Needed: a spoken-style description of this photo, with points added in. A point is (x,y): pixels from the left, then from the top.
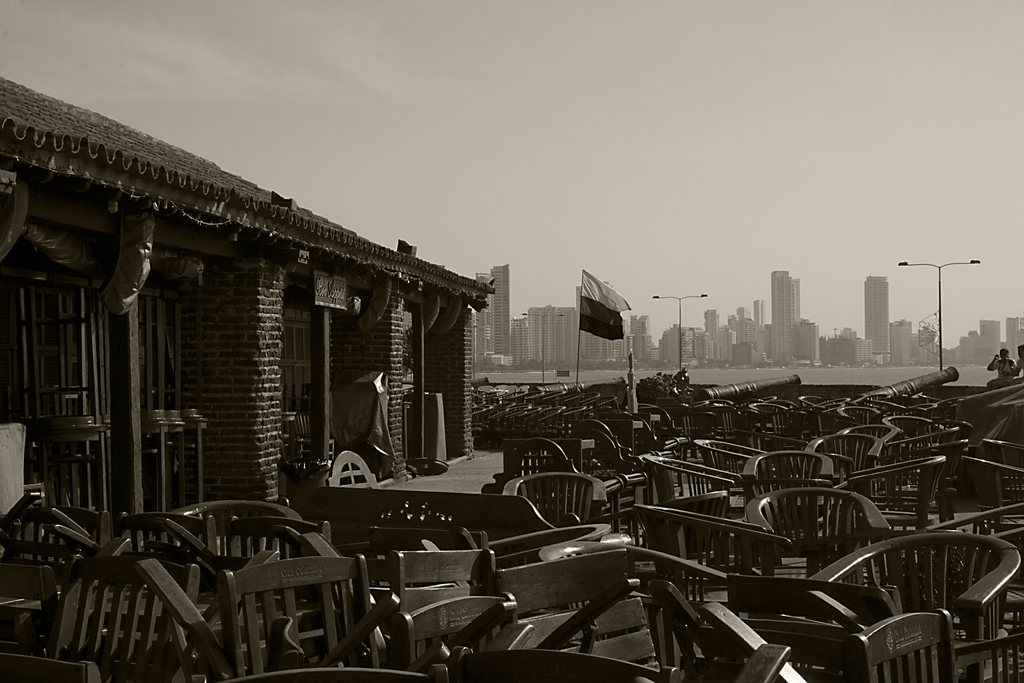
This picture is a black and white image. In this image we can see one house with a name board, so many chairs (439,598) in front of the building (451,443), some objects (1003,430) are on the surface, one tree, two people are sitting on the wall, some big buildings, one road (461,470), some cannons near the wall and at the top (833,137) there is the sky (929,300).
